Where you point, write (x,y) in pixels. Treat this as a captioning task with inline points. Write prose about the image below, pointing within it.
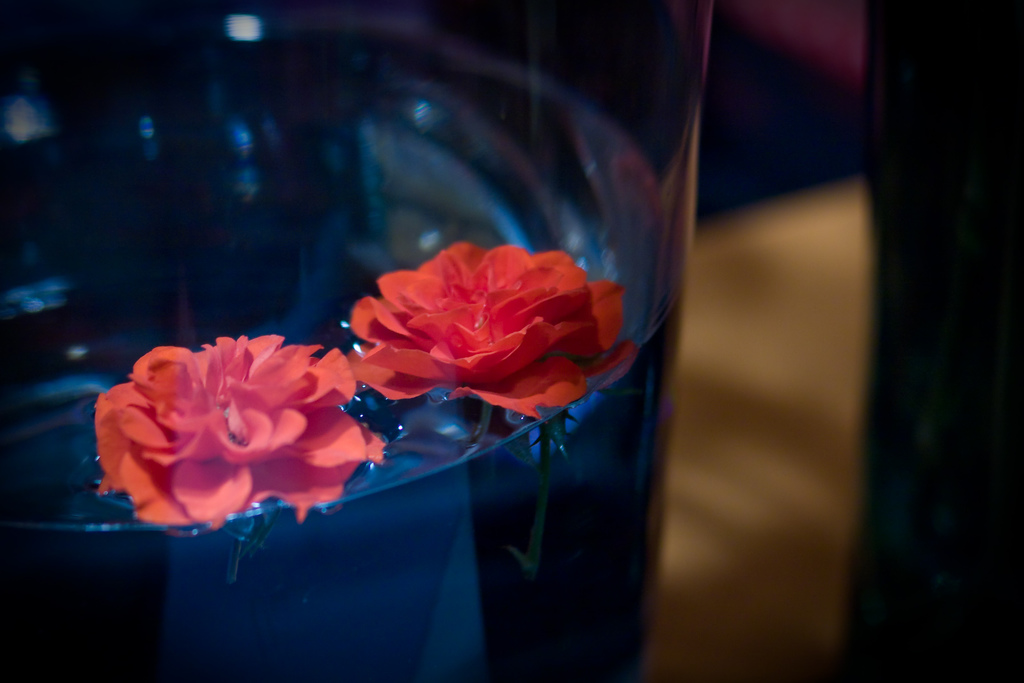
In the glass (458,189), we can see two rose flowers (558,375) on water (457,491). Right side of the image (976,196), we can see a blur view (776,416).
